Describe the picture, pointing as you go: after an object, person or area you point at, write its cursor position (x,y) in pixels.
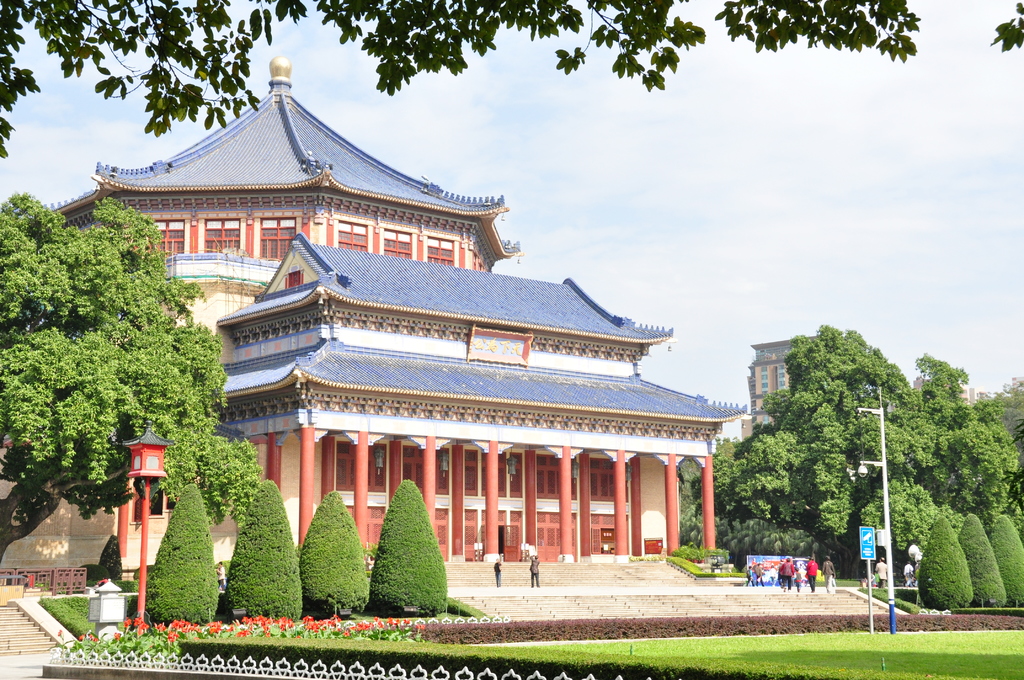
This picture is clicked outside. In the foreground (802,624) we can see the green grass (886,643), flowers (314,634), plants (351,554), lamp posts (160,446), trees (796,448), a group of people (758,586) and a stairway (600,608). In the center (367,409) we can see the building (451,394). In the background (465,189), we can see the sky (678,191), buildings (775,353), trees (984,464) and some other objects (859,469).
